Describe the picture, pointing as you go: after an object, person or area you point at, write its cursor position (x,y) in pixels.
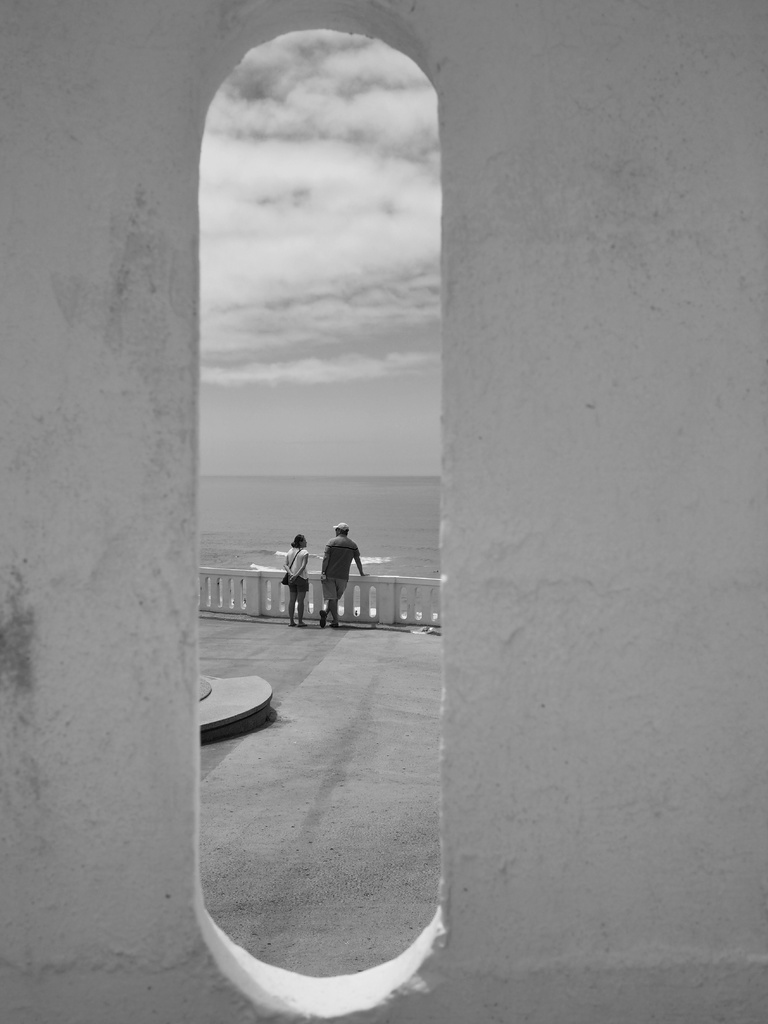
In the center of the image (507,612) there is a wall (471,424). In the background (383,444), we can see the sky (298,291), clouds (254,291), water (259,546), two persons (325,570) are standing, fence (347,585) etc.
